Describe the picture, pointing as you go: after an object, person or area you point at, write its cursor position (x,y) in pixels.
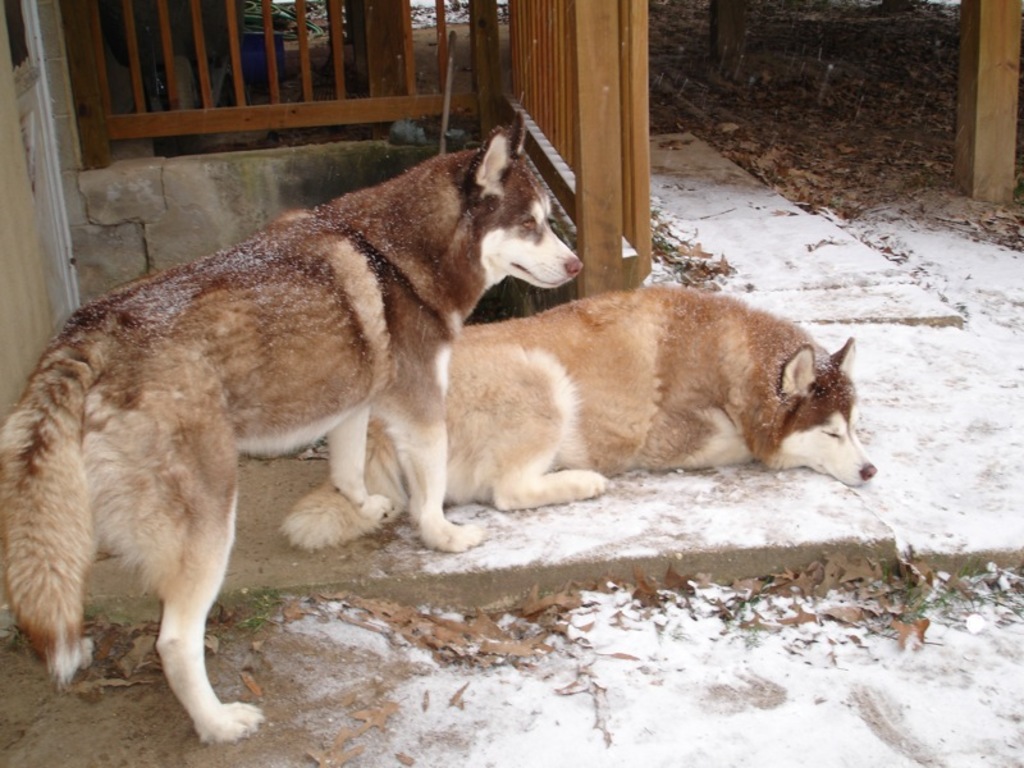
In this image there are two huskies (464,390) one is standing the other is lying on the floor (776,148), the floor (736,144) is covered with snow (908,499) and leaves (791,150), in the background (94,73) there is wooden fence (554,91).
